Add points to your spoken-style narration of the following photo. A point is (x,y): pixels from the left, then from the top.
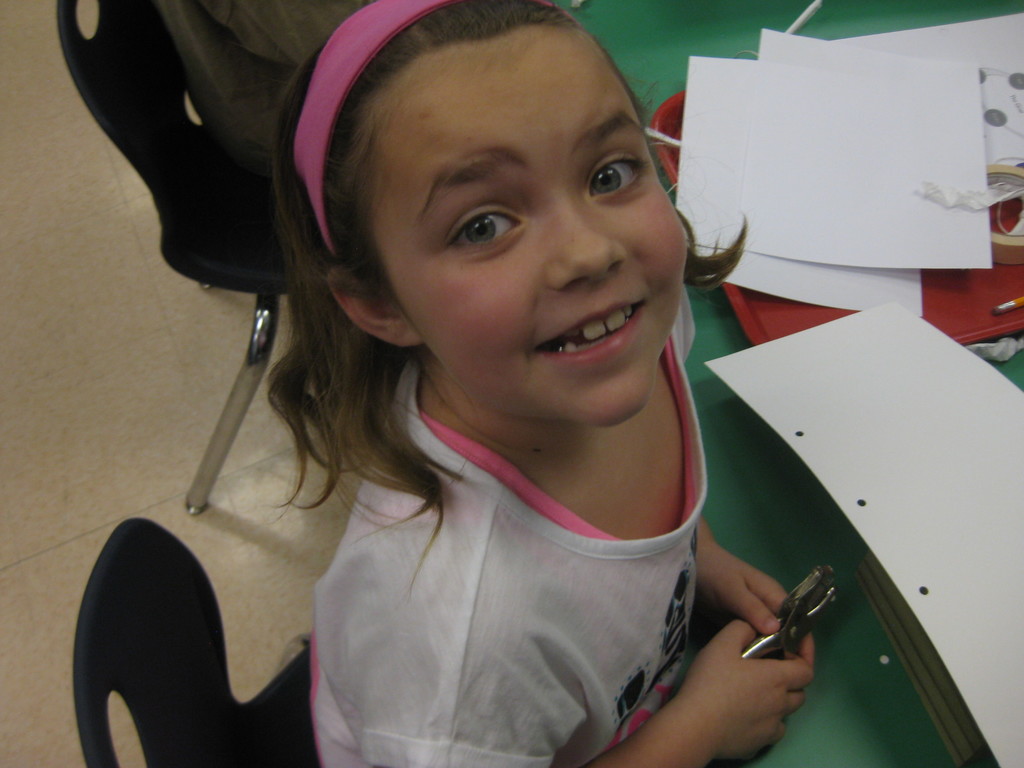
In this image I can see a girl (413,629) is sitting on a chair (137,577) in front of a table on which I can see a tray (945,281), papers (970,495), brush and so on. This image is taken may be in a hall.
